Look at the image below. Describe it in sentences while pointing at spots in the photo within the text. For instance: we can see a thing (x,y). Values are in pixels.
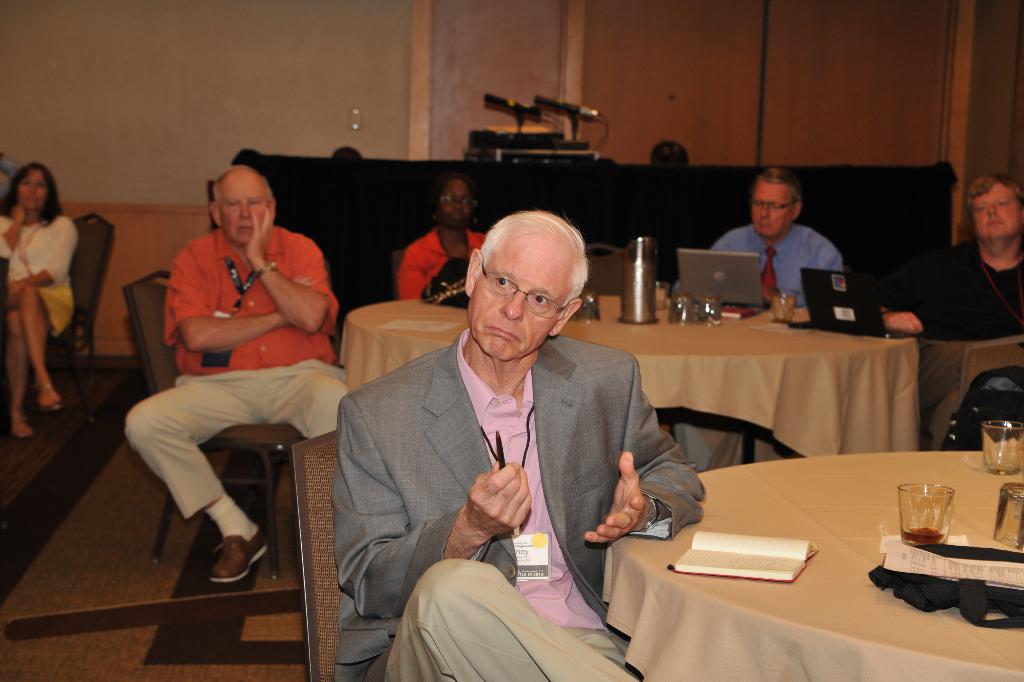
There are group of people (451,234) sitting on the chairs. This is a table (741,348) covered with cream colored cloth (825,396). There is a water jug (646,303), tumbler (687,309) and laptops (842,312) placed on the table (673,333). At background (571,153) I can see some electronic devices (566,140) and this is covered by a black cloth (712,175).
